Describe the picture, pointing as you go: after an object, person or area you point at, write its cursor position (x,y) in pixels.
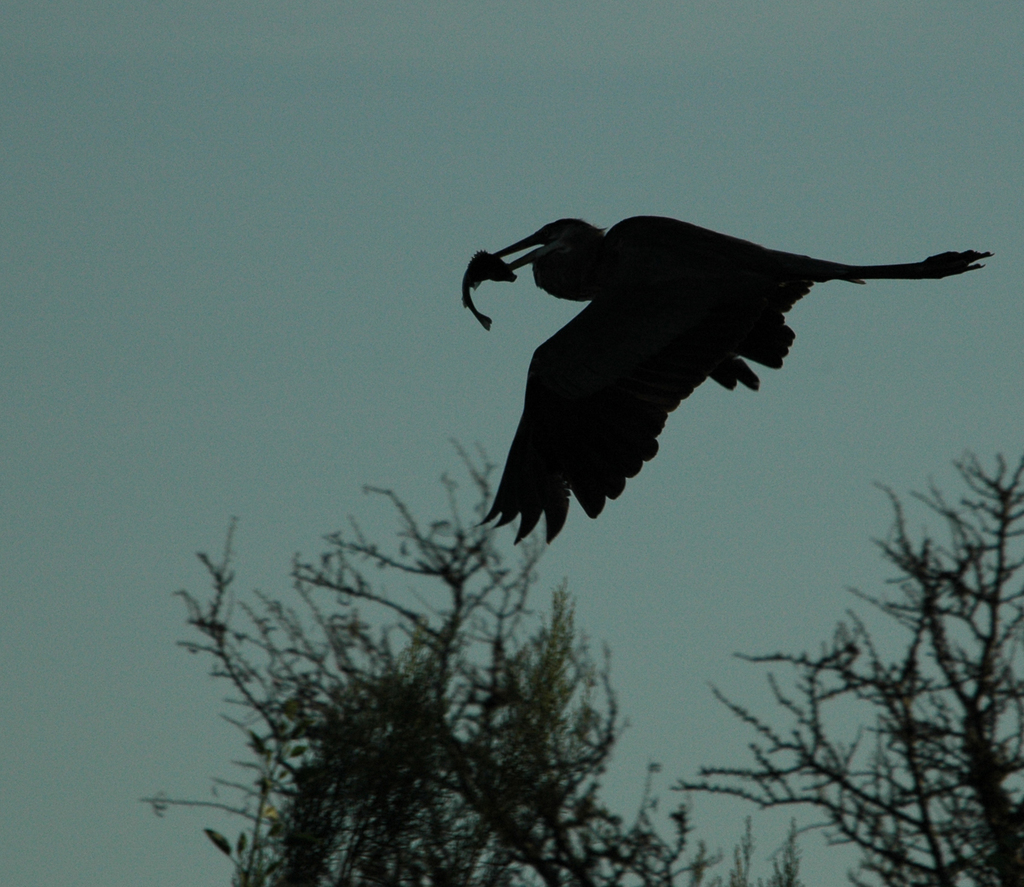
In this picture, we see a bird (691,326) is flying in the sky (861,333). This bird (683,295) is in black color. It has a long beak (513,266) and it is holding something in its beak (512,268). At the bottom of the picture (514,811), we see trees (846,809). In the background (238,381), we see the sky (659,616).
